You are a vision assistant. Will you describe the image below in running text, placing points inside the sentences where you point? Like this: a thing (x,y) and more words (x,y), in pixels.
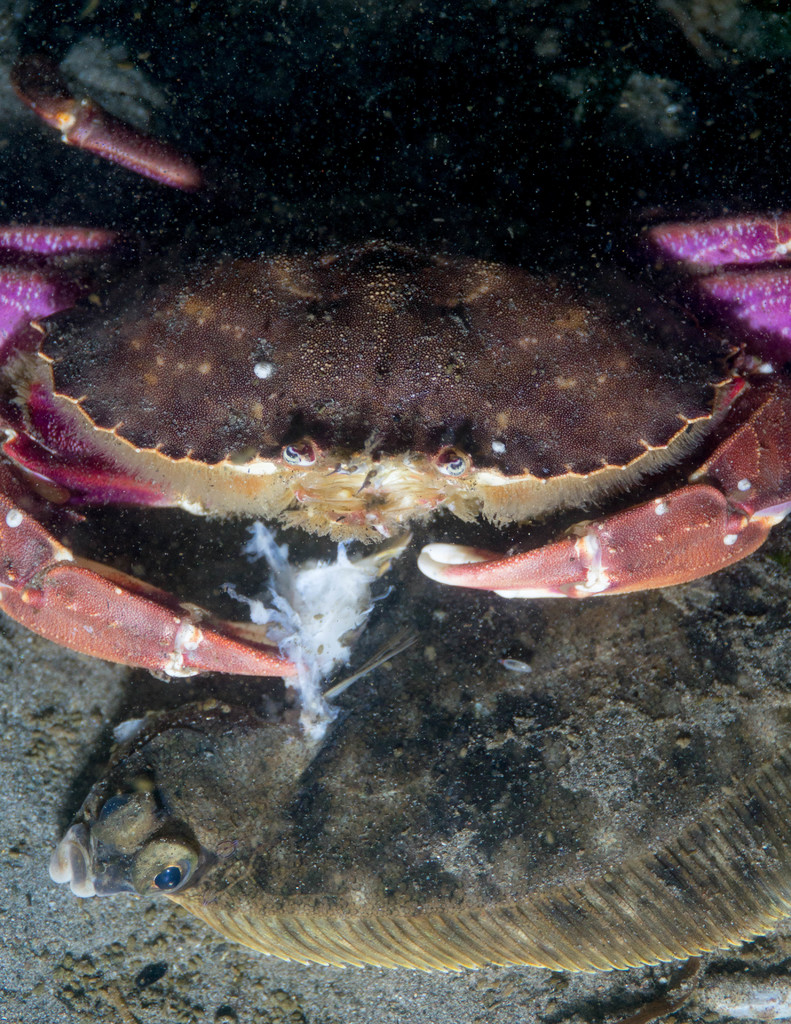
In this image we can see water animals (420,391) in water (498,176). At the bottom of the image (262,1006) there is floor (198,965).
